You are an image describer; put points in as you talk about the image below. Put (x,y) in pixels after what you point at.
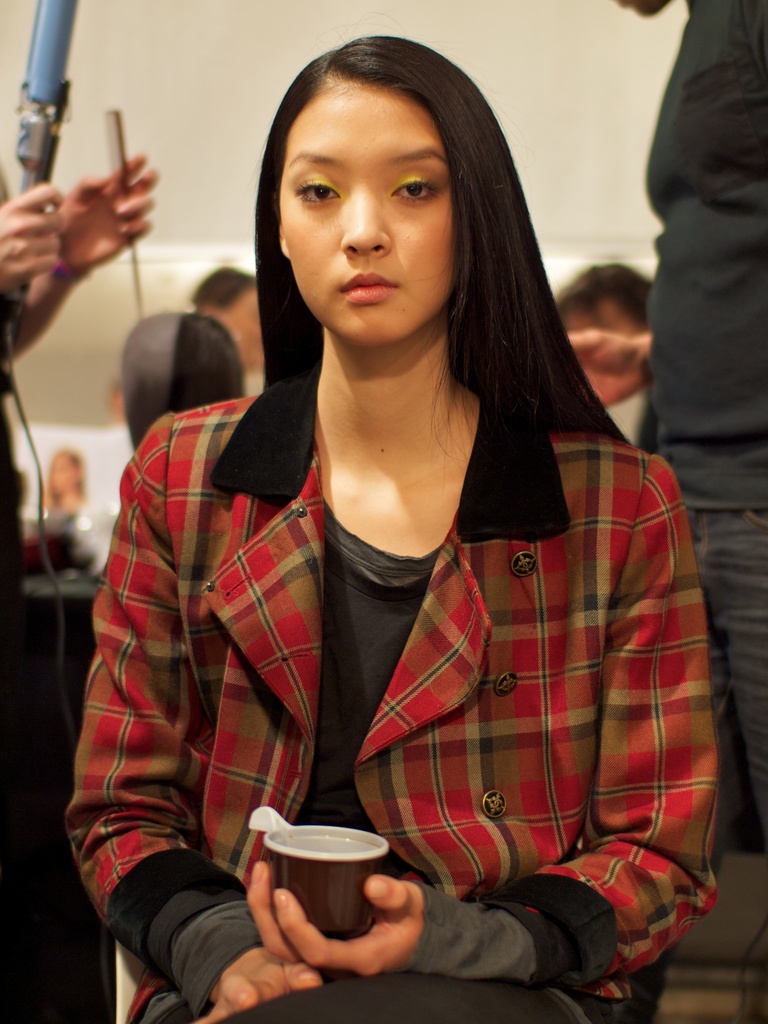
In the image we can see there is a woman (434,648) who is sitting in front (231,898) and she is holding a cup (356,896) and at the back (79,281) there are lot of people (695,203).
